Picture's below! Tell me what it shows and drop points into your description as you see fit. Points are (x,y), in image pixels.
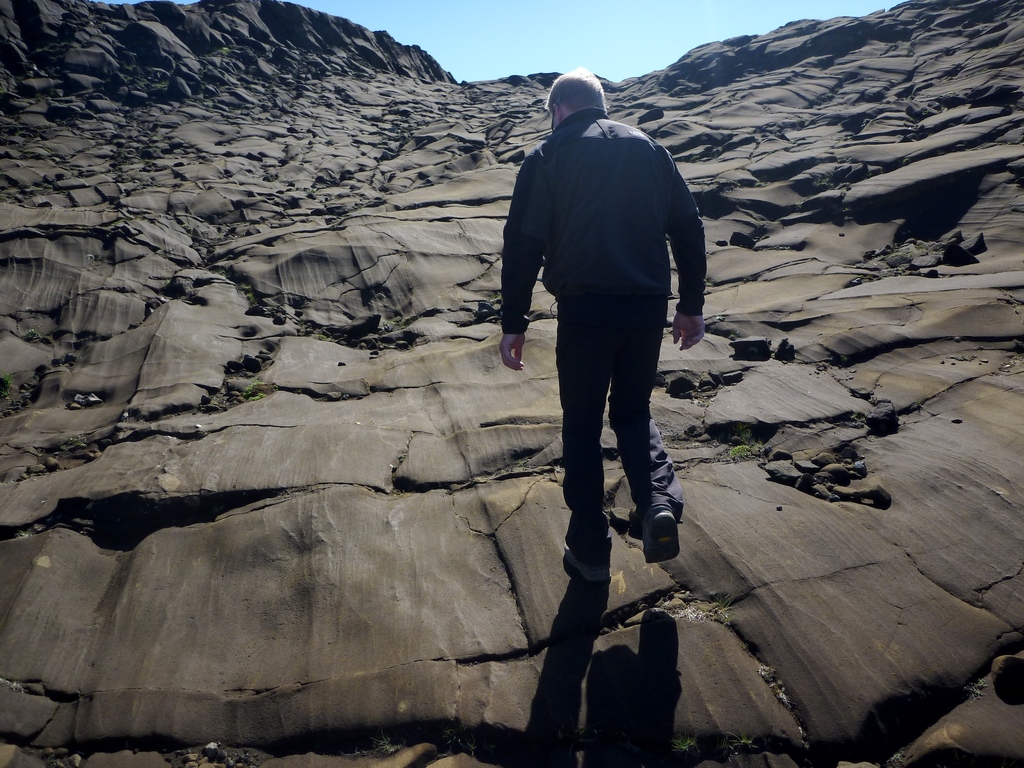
This image consists of a man (624,298) walking. He is wearing a black jacket (659,277). At the bottom (200,540), there are rocks (246,178). At the top (544,28), there is sky (481,48).
